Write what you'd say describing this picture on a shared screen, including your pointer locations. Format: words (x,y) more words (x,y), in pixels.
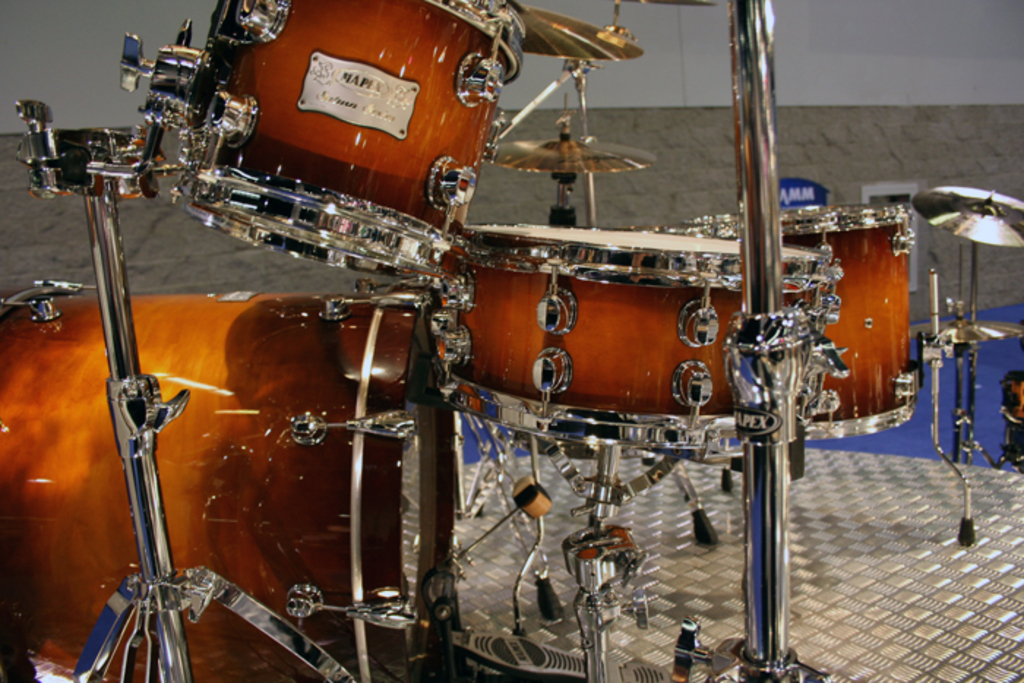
In the center of the image (648,296) there are musical instruments (552,293). In the background of the image (658,56) there is wall (906,142). There is carpet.
